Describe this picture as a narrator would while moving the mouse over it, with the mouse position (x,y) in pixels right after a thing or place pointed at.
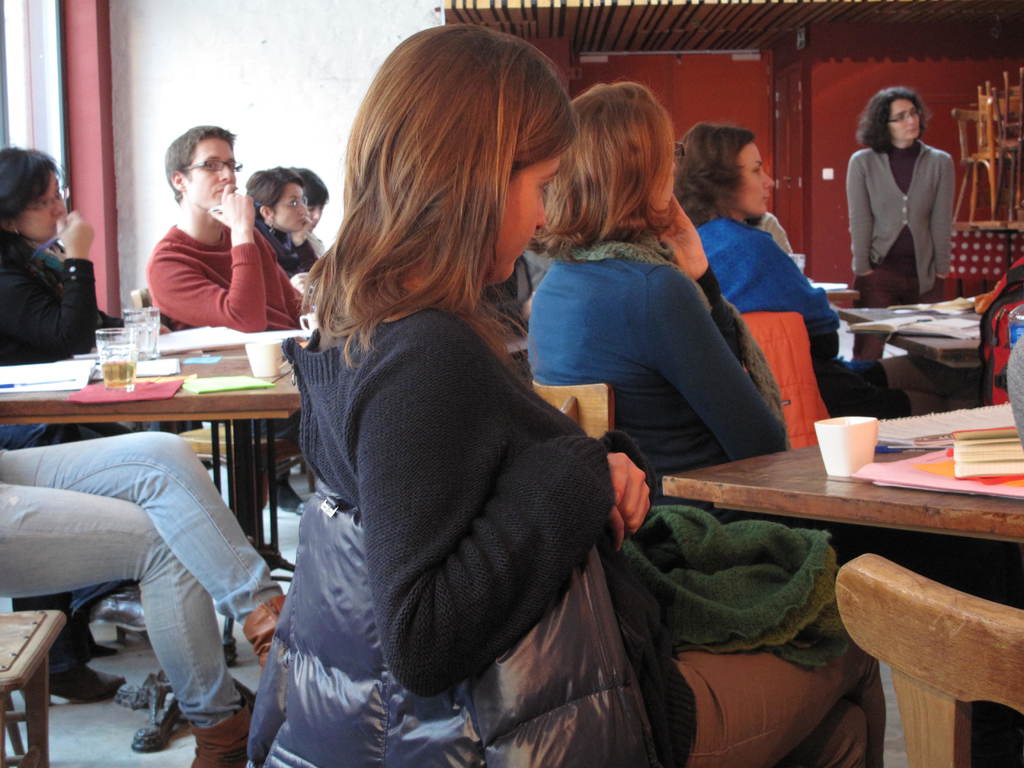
On the background (304,97) we can see wall (828,111) and a door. We can see one woman (912,91) standing here. She wore spectacles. We can see all the persons (540,281) sitting on chairs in front of a table (803,452) and on the table (195,396) we can see glasses (113,361) with drinks (109,382) in it, papers (140,385), pens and book (973,452).
